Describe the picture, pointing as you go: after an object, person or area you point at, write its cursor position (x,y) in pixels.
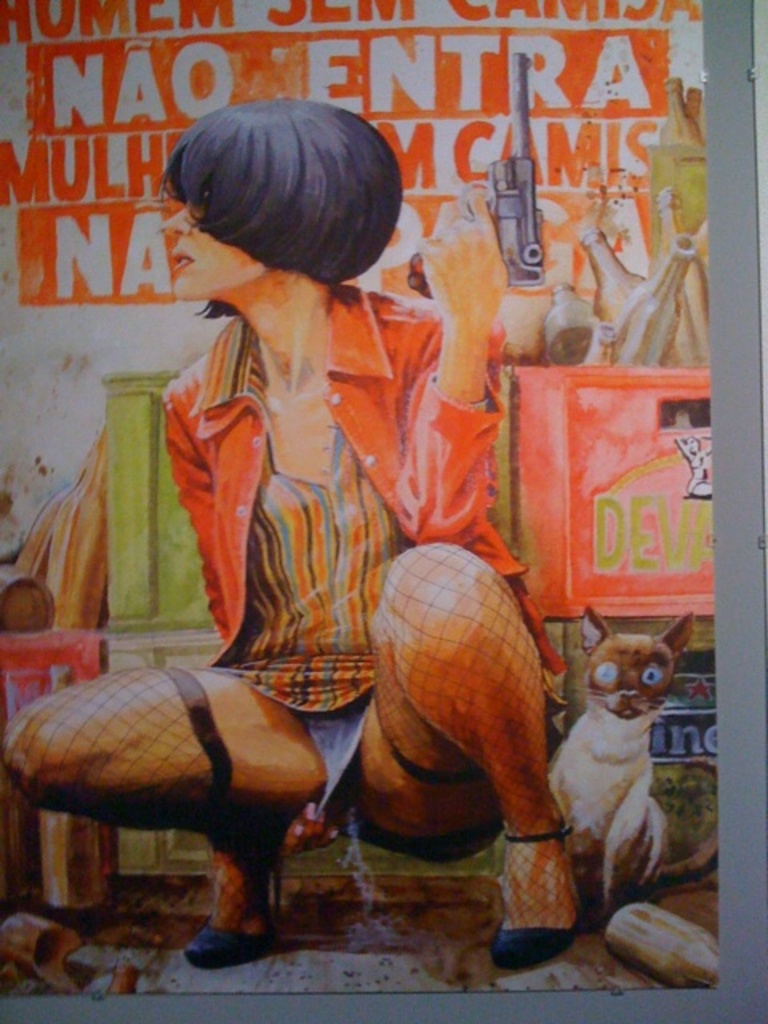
In the image we can see there is a woman (313,779) sitting and she is holding gun (519,248) in her hand (496,264). Beside her a cat (585,815) is sitting and behind her there are bottles (620,310) kept on crates (681,715). On the wall (34,338) there is a painting (78,240).
